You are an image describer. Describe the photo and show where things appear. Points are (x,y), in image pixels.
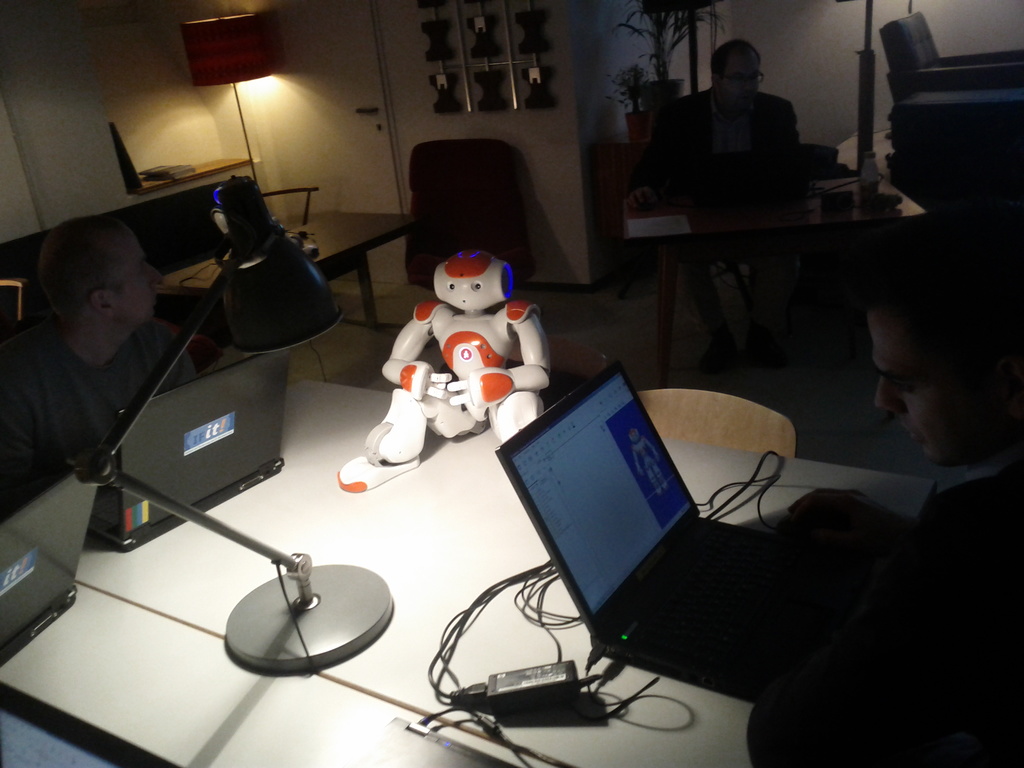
This image is taken in a room (678,460). This room (594,232) is filled with tables (775,487) and chairs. To the left corner (127,313) there is a person (123,307) and he is staring. Towards the right corner (845,537) there is another person (940,562), working on a laptop (622,557). Towards the right top (700,149) there is a person (677,156), he is also working on the laptop (710,195). In the center (456,502) there is table (436,624) and a robot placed on it. Towards the top left (225,77) there is a lamp (234,68).
